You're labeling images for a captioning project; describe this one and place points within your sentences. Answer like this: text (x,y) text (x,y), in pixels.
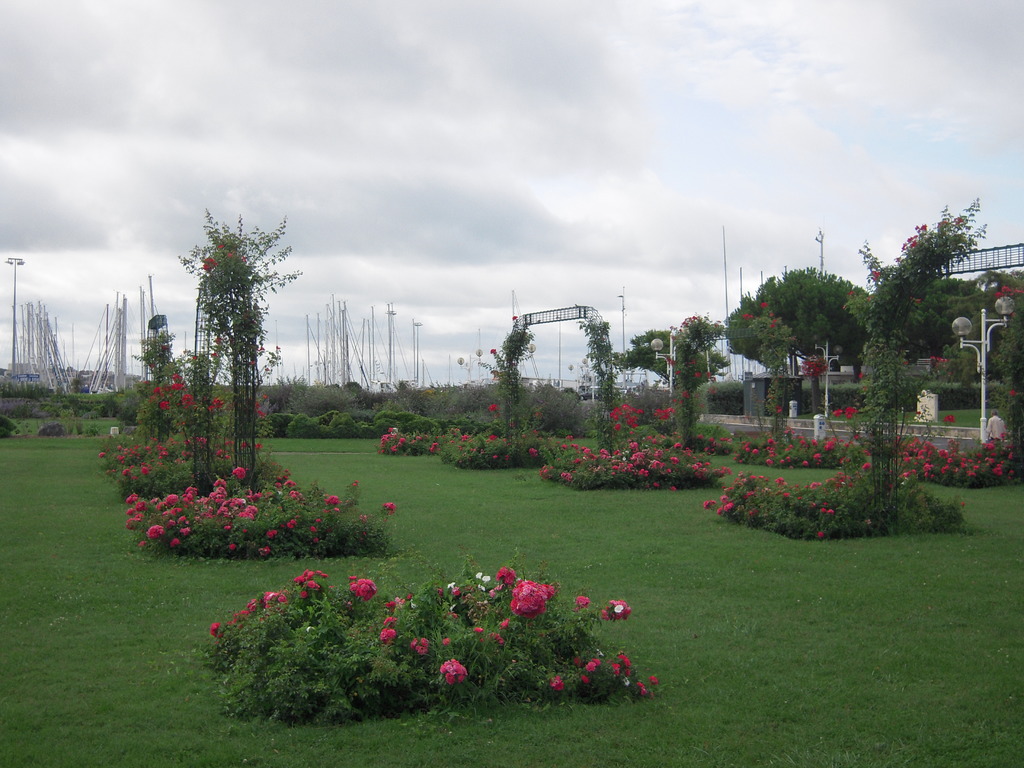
In the picture we can see a garden (456,704) with a grass surface (903,710) and with some plants (470,688) and flowers (533,600) to it which are red and pink in color, in the background (554,388), we can see some poles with lights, grass plants (281,387) and sky (517,215) with clouds (372,167).
